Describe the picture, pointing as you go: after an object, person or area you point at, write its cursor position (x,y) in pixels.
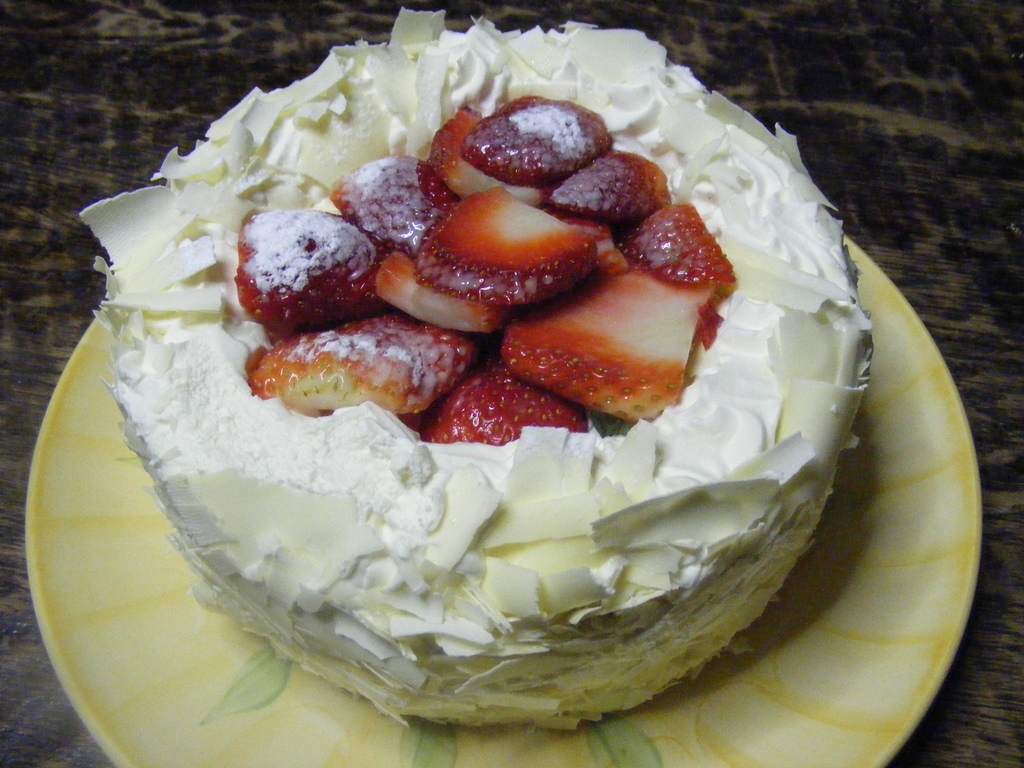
In this picture we can see a cake (223,295) in the plate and the plate (67,374) is on the wooden surface (52,372). On top of the cake (275,210), there are strawberry slices (461,241).
